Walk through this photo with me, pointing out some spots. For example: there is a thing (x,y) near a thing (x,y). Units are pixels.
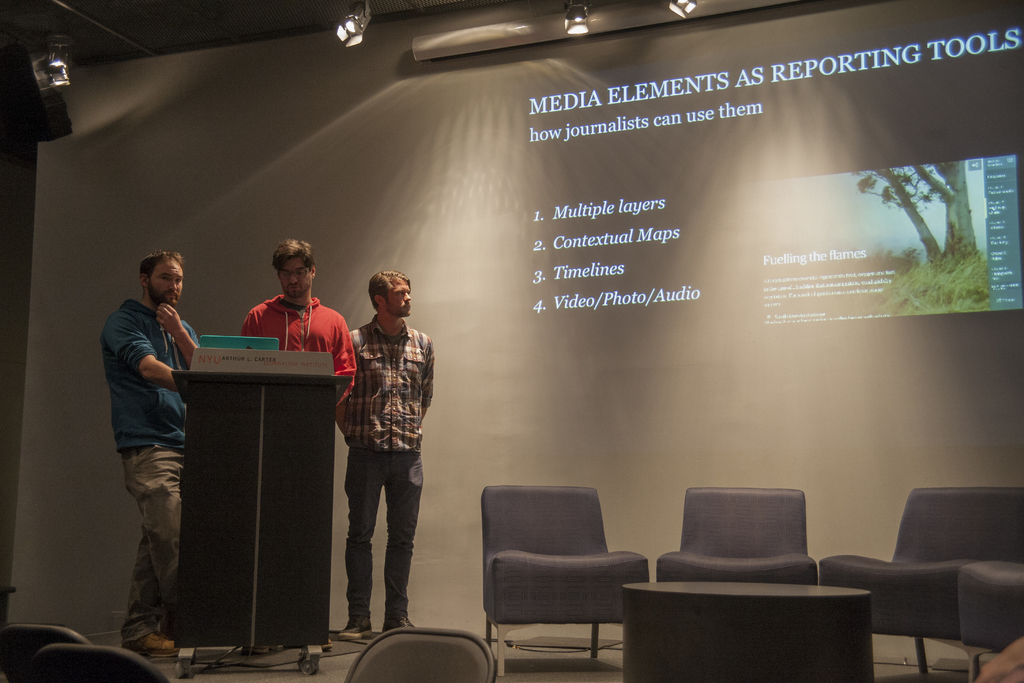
In this picture we can see three men (392,354) are standing, on the right side (939,577) there are chairs (706,574) and a table (723,606), in the background (718,138) we can see a screen (711,150), there is some text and picture (941,280) of a tree (950,214) on the screen (947,206), on the left side (213,511) there is a podium (251,490), we can see lights (679,2) at the top of the picture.
